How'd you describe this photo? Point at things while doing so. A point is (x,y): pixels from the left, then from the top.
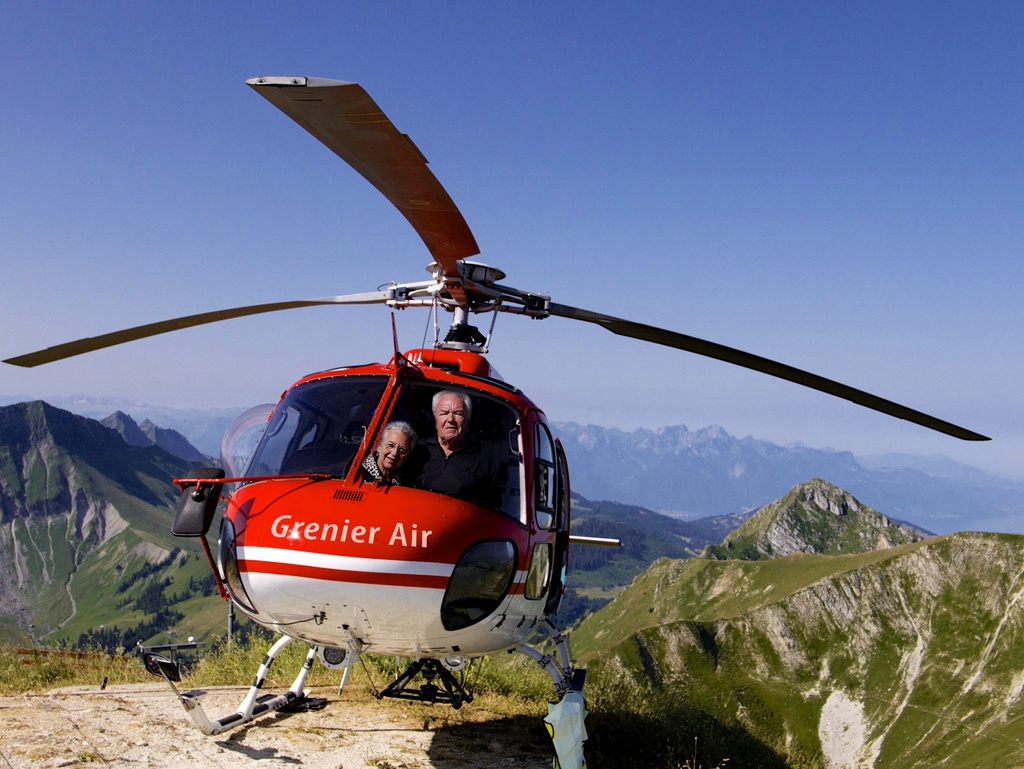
In this image I can see an aircraft (552,587) which is in white and red color and I can see two persons (391,479) sitting in the aircraft (407,513), background (827,574) I can see mountains (131,435) and the sky (370,244) is in blue color.
